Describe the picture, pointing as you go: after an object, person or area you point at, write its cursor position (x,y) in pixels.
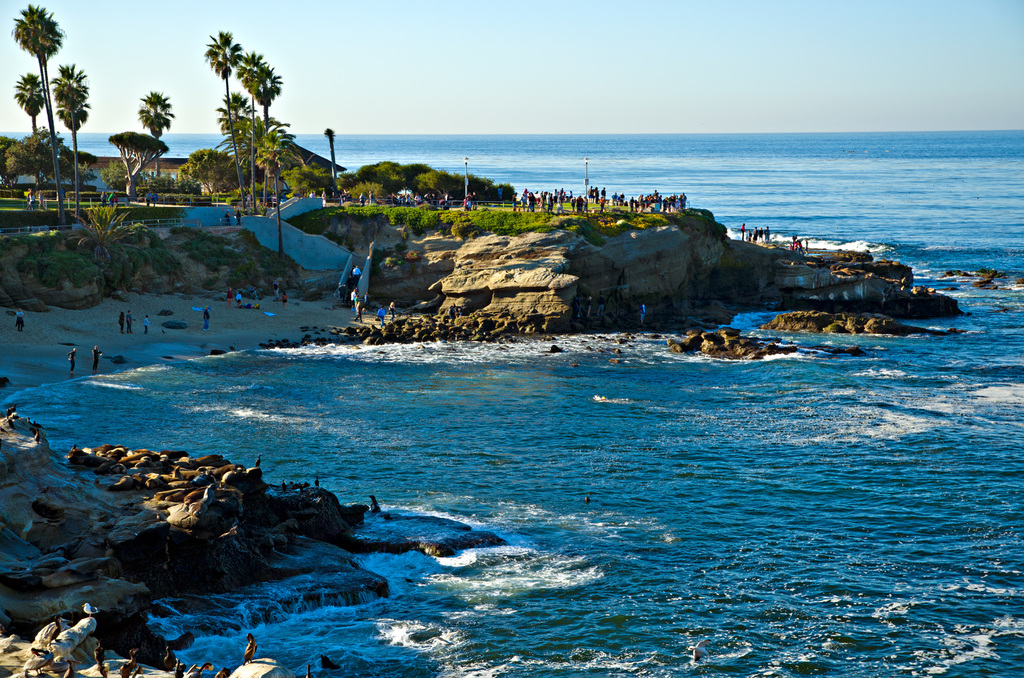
In this picture we can see few people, water (409,445) and few rocks (272,492), in the background (340,178) we can find few trees (321,185), poles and houses (178,160).
